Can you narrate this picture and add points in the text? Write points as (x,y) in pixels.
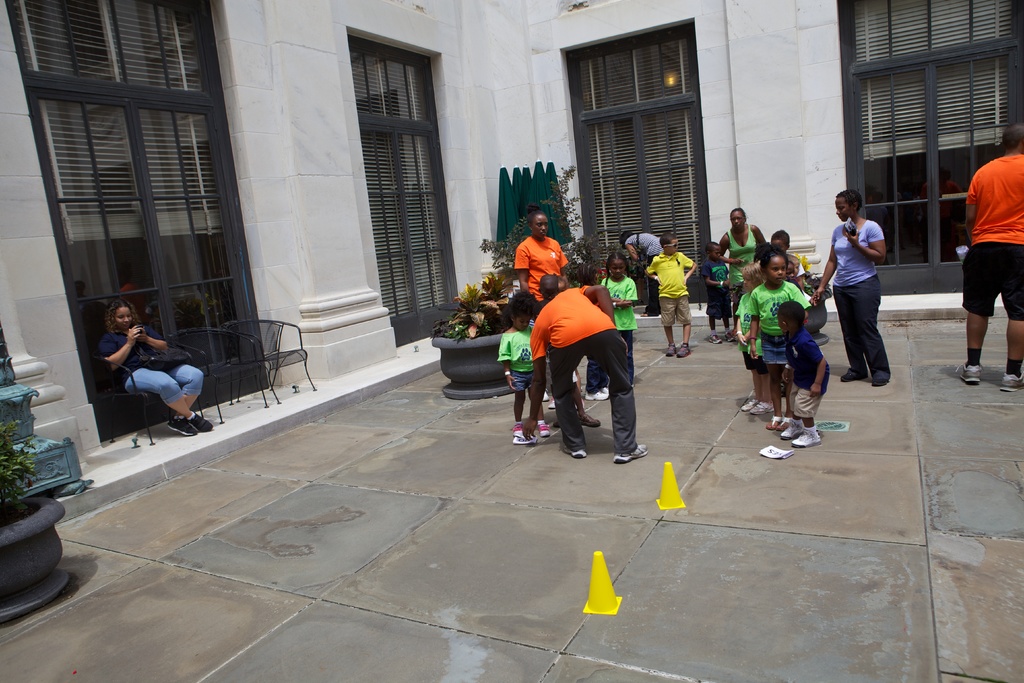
In the picture we can see a surface (537,670) and on it we can see some children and behind them we can see a wall (330,371) with doors (122,421) and near it we can see a woman (196,417) sitting on the chair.
